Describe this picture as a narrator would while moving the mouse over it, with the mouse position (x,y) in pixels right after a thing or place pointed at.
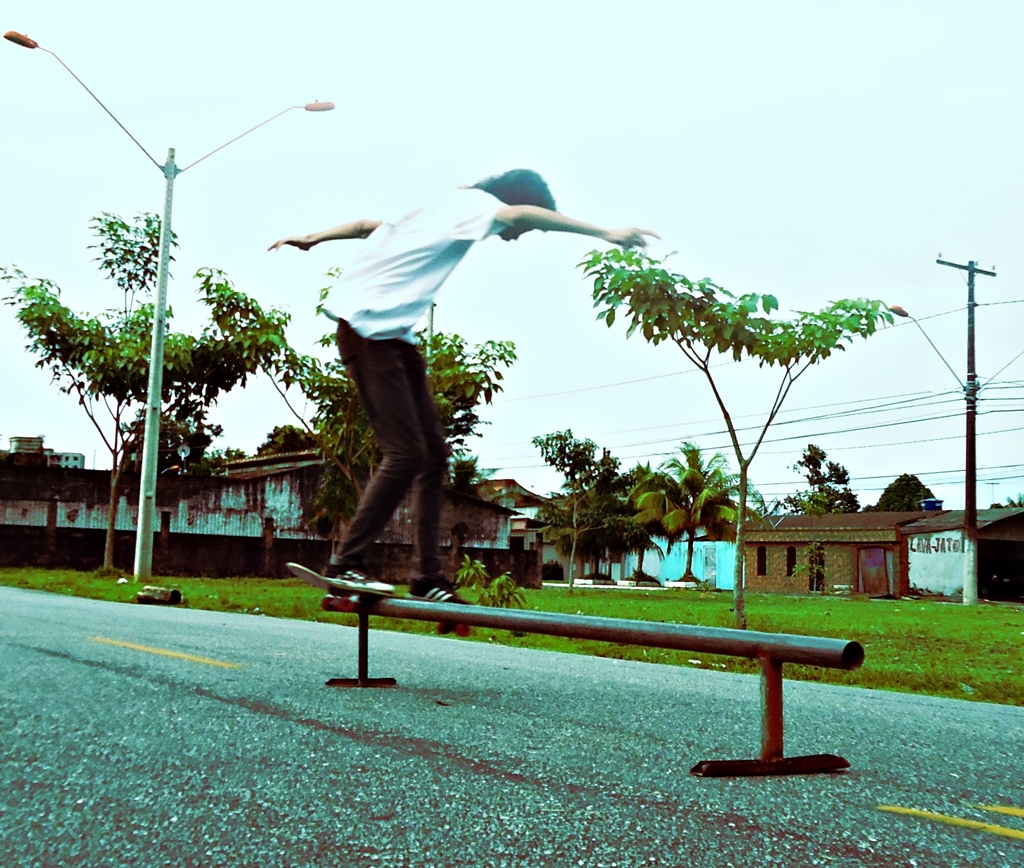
In this image we can see a rod (425,617) on the road (281,751) and on the rod (562,617) there is a person (378,365) standing with skateboard (340,585), beside the road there is a ground (606,596), on the ground (726,596) there is a light pole (165,245) and current pole (969,546) with wires (757,414), there are few trees (592,552), buildings (252,501) and sky (739,272) in the background (671,263).
